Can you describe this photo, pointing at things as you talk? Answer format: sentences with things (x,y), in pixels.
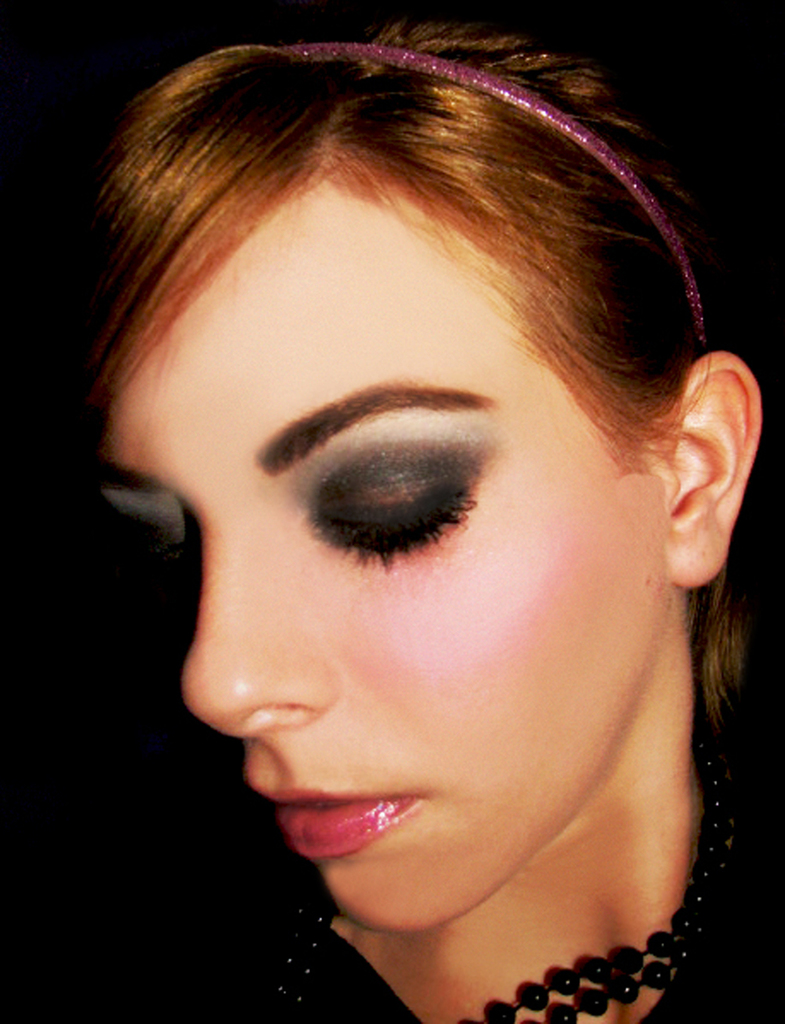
In this picture we can see a girl's face (541,785) here, we can see dark background (697,20).
